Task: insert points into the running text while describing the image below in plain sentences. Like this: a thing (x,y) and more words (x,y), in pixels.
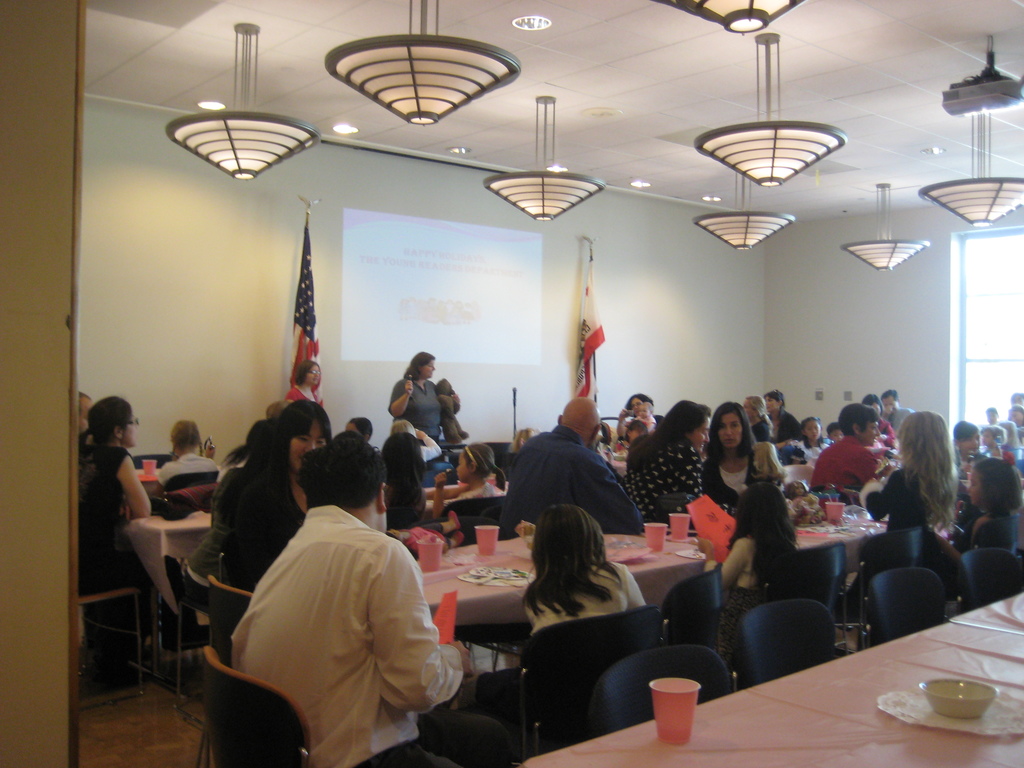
This picture describes about group of people (591,567) few are seated on the chair (269,691) and few are standing, in front of them we can see cups (487,545), plates (900,723) on the table (448,574), and also we can see flags (589,314), on top of them we can find couple of lights (214,157).
